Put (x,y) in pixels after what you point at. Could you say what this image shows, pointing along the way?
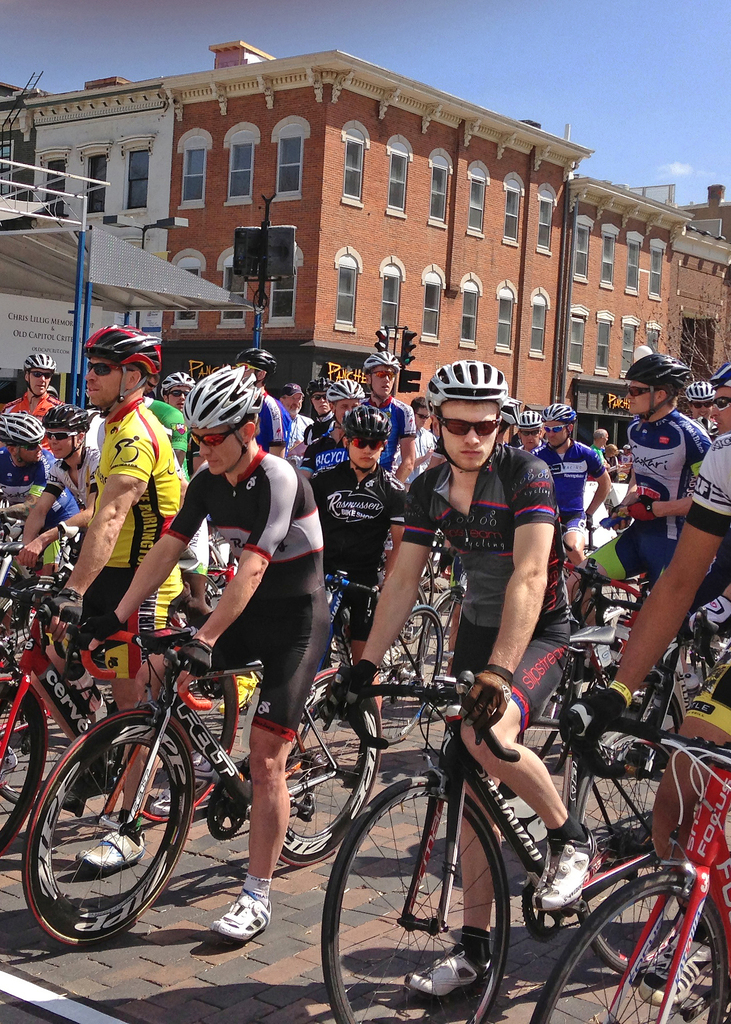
In this image in the middle (425,442), there are many people (682,764), they are sitting on the bicycles (364,784), they wears a helmet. At the bottom (193,930) there is floor (153,972). In the background (298,339) there are buildings (357,322), windows (503,322), streetlights (174,228), tents (104,272), posters (62,327), sky (680,150) and clouds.
